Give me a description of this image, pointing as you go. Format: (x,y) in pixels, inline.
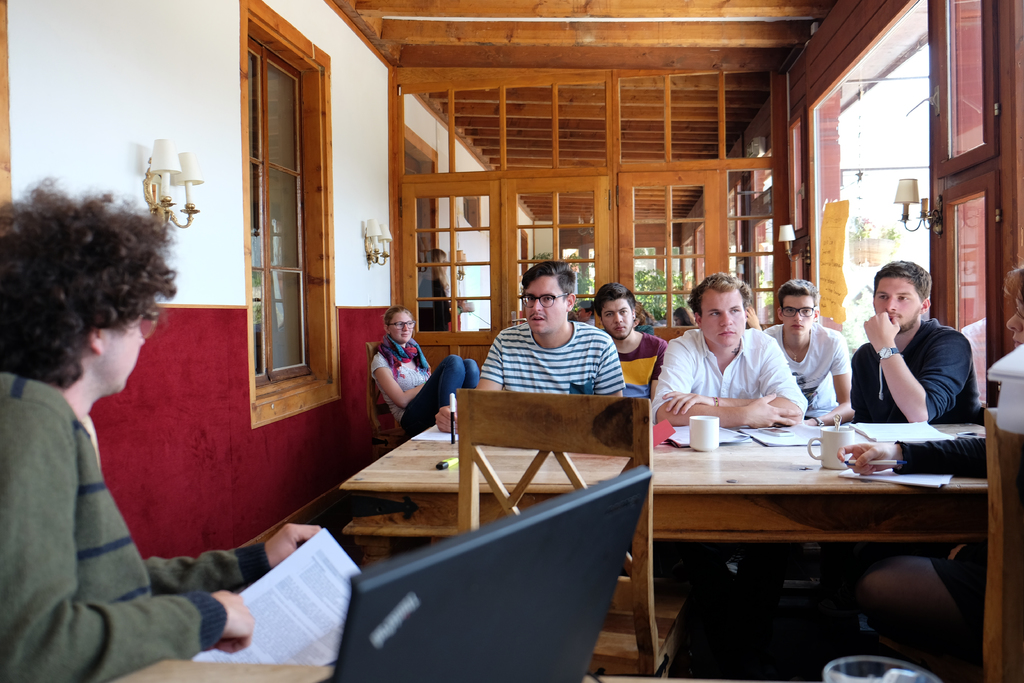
Here we can see that a group of people (726,307) are sitting on the chair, and in front (764,430) there is the table (729,455) and cups (701,433) and papers (749,437) on it and some other objects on it, and here is the person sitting holding papers (304,581) in his hand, and in front (448,560) there is laptop (436,557), and here is the window (263,185) and here is the wall (215,187), and lamp (146,180) on it, and here is the door (445,281), and a person (439,312) standing.
